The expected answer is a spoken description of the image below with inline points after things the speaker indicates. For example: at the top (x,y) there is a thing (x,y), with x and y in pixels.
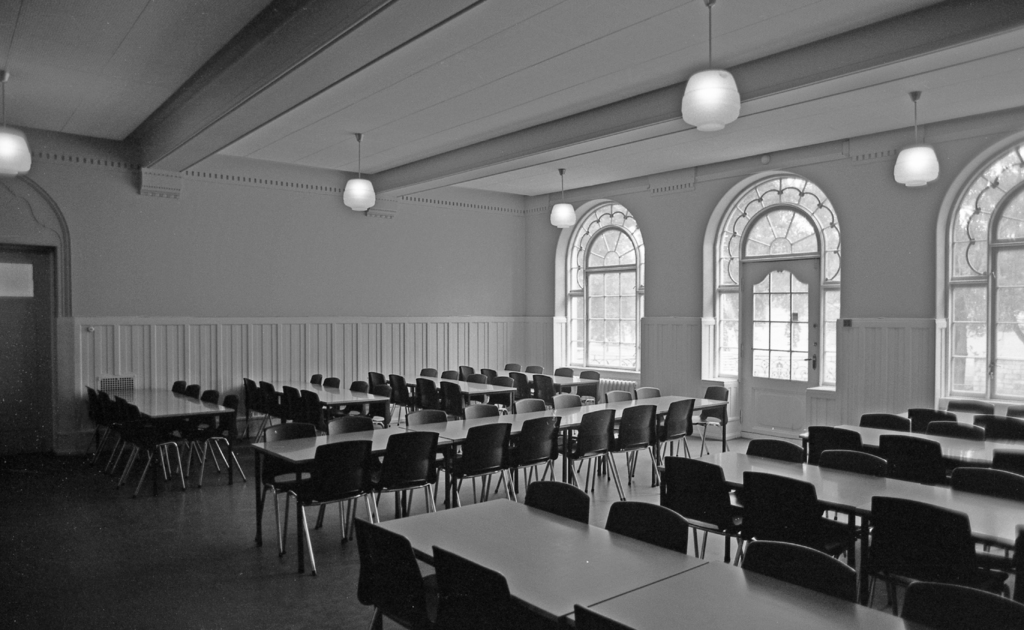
This is a black and white picture. In this picture, we see many chairs (400,444) and tables (577,574). On the right side (881,315), we see a white wall (902,305), glass door (782,319) and the windows (970,317) from which we can see the trees (958,329). On the left side (35,270), we see a door (27,328). In the background (273,319), we see a wall (435,318) in white color. At the top (390,161), we see the lanterns (359,204) and the ceiling (674,154) of the room (347,157).
